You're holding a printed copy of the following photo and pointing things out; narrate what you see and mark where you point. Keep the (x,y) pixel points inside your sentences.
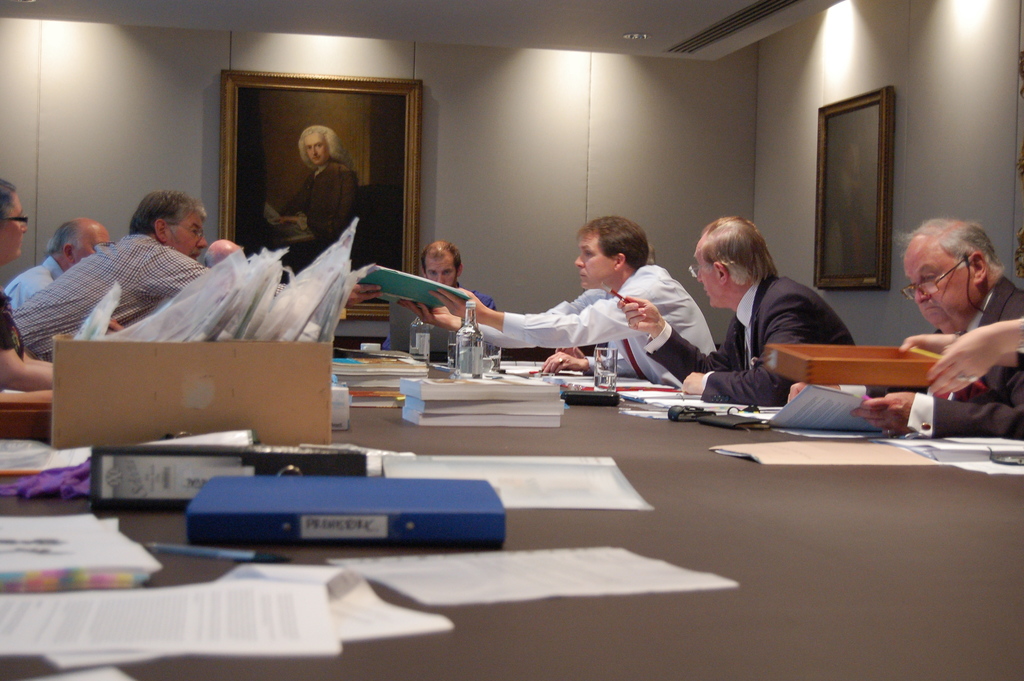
In this image on the right (984,256) there is a man (964,391), he wears a suit (998,392), he is sitting and there is a man (743,345), he wears a suit (768,313), shirt (746,326), he is sitting and there is a man (655,274), he wears a shirt (592,302), he is holding a file (399,296). In the middle (655,435) there is a table (505,526) on that there are files (265,530), papers (852,401), glasses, books (498,395), covers (261,329). On the left (48,341) there is a man (49,328), he wears a shirt (130,281), he is holding a file (418,278). In the middle (429,268) there are some people (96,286). In the background (947,183) there are photo frames (355,158), lights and wall (521,168).
